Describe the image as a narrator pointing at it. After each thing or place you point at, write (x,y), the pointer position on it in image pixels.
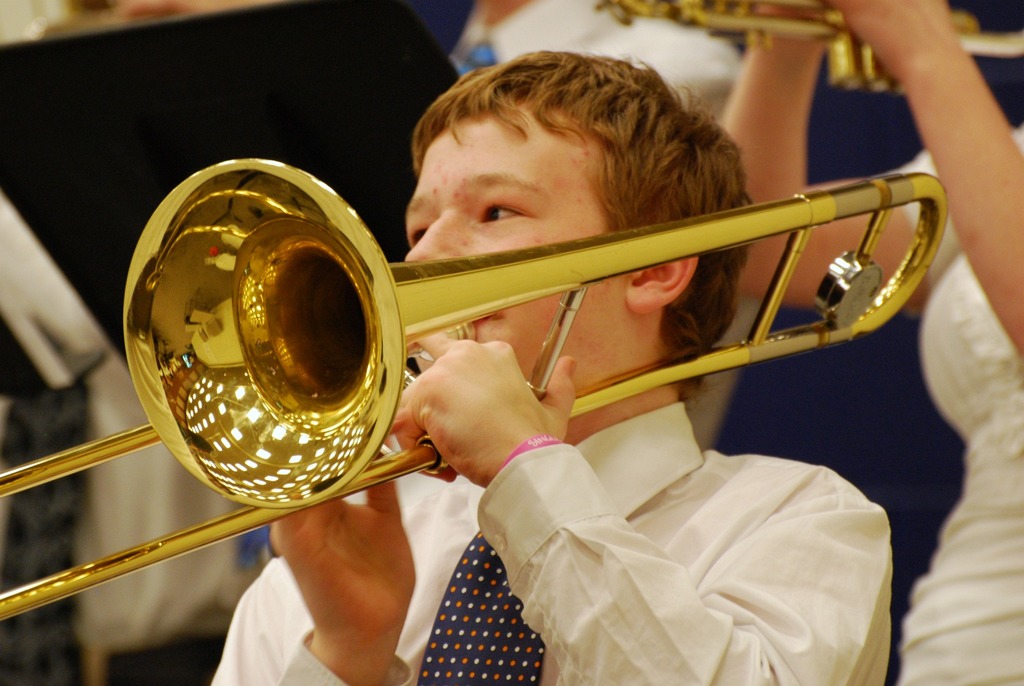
This picture seems to be clicked inside and we can see the two persons (670,434) wearing white color dresses (871,538) and playing musical instruments (372,368) and seems to be standing. In the background (156,113) there is a black color object (303,32) and some other items (12,378).
